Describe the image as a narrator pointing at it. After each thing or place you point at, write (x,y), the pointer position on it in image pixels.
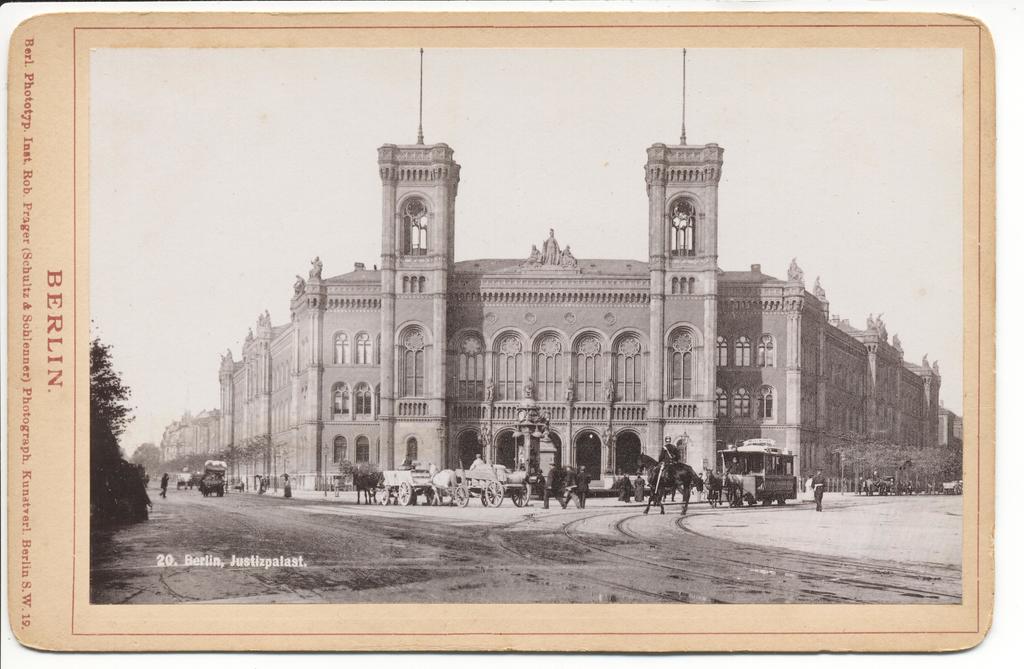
In this picture I can observe a building (562,369). There are some horses (365,474) and chariots (409,490) in front of this building (688,418). I can observe some text (29,100) on the left side of the picture (23,585). There are some trees (106,422) on the left side (104,478). In the background (431,138) there is a sky (458,138).
